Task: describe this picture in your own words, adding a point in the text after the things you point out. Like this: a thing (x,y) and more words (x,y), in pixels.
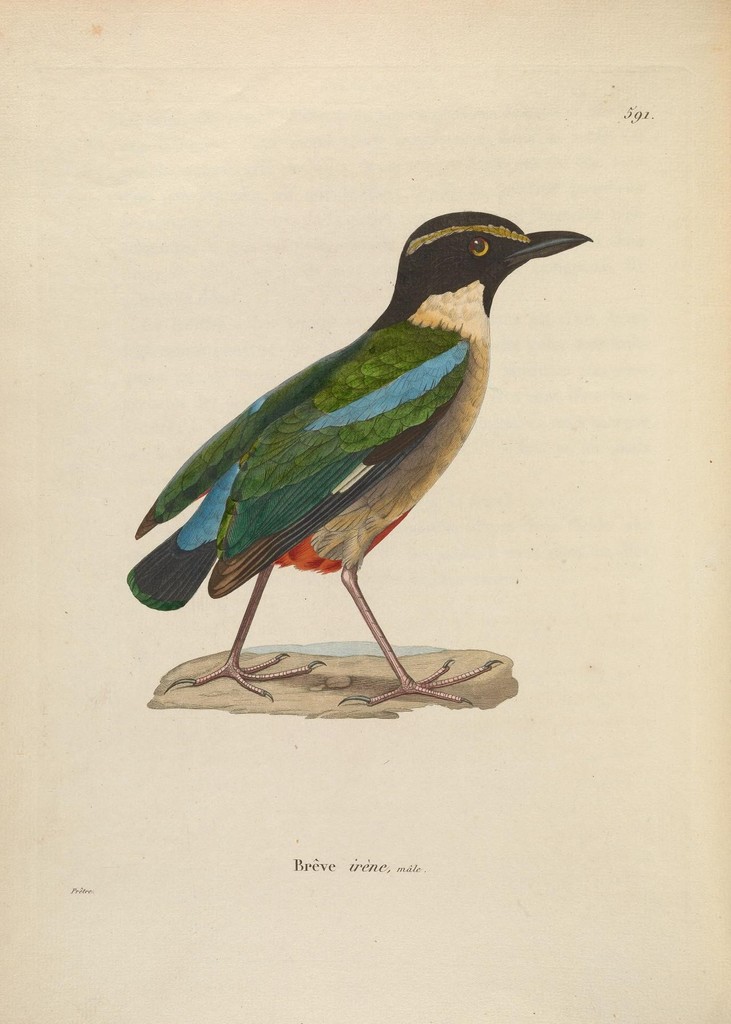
In this picture I can see there is a bird (330,393) and it is having black and blue feathers (334,415). There is a white backdrop (75,308).
